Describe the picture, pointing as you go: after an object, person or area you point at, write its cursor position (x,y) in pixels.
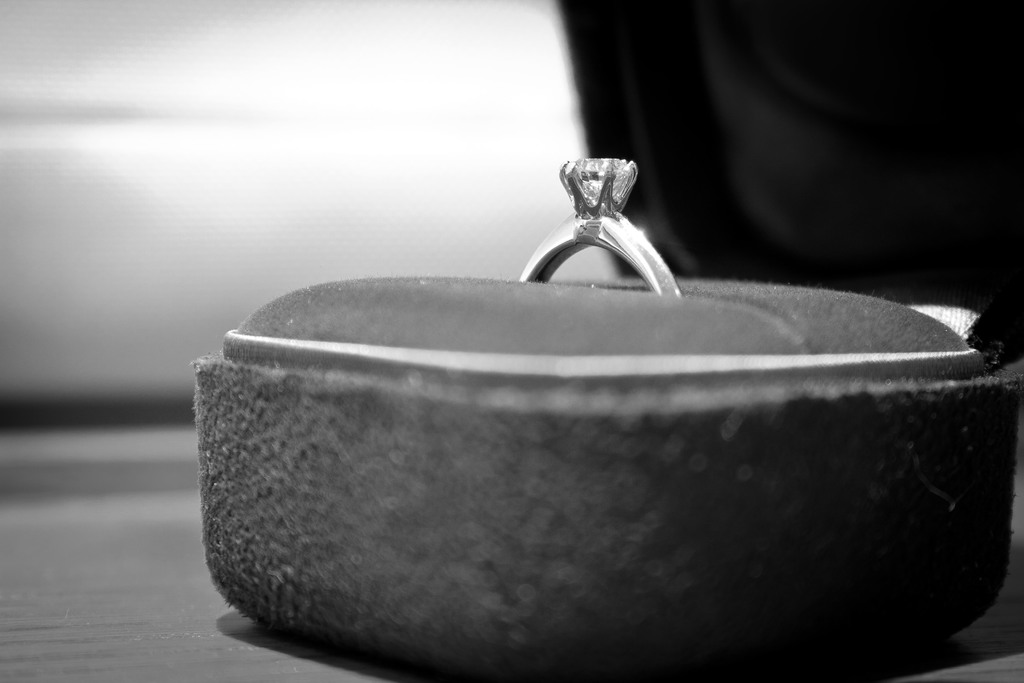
In this picture we can see a box (408,533) on the surface (86,501) with a ring (604,167) in it and in the background (464,128) it is blurry.
